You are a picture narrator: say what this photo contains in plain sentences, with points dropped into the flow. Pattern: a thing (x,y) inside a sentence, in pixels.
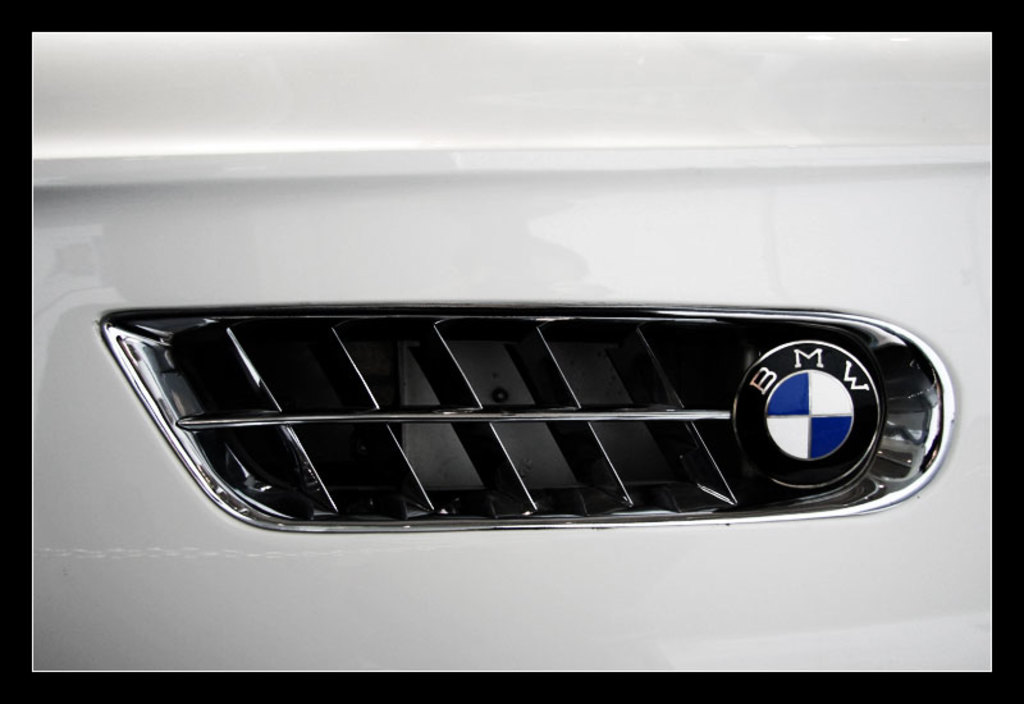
In this picture I can see there is a side grill (690,461) of a car (520,544) and there is a logo (817,382) and something written on the logo (808,383). There is a white and blue color logo (767,416).
